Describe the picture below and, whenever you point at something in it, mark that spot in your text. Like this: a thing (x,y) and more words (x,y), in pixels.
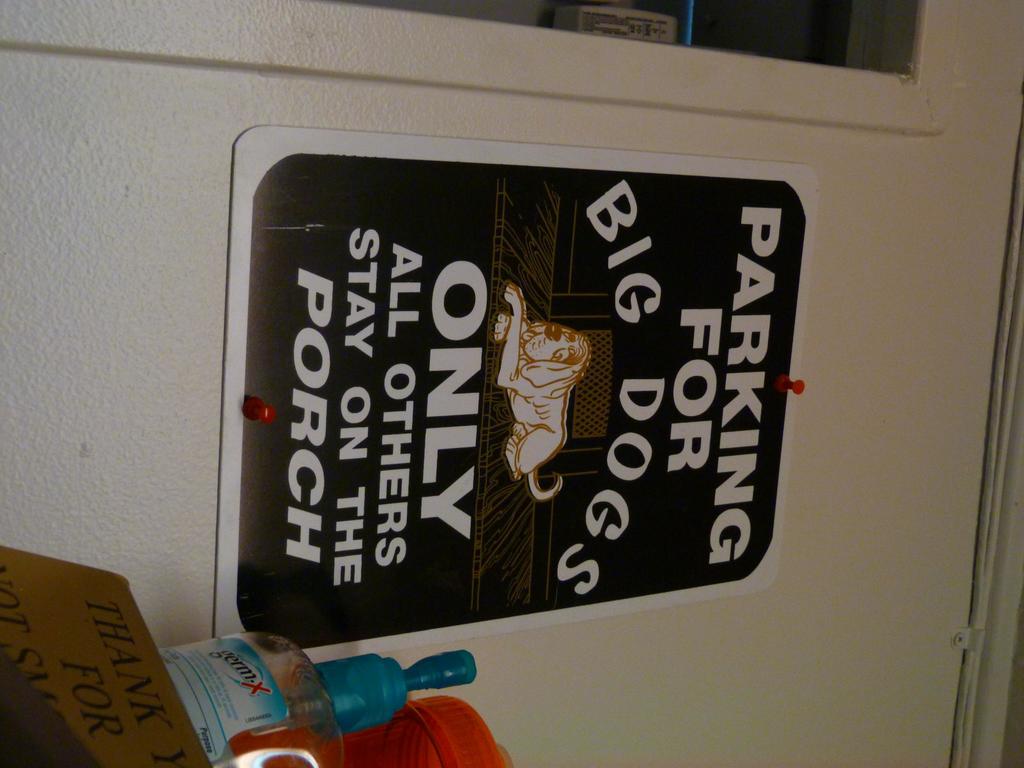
On this white wall (865,573) there is a poster (706,451) in black color. Beside this poster (442,588) there is a card (76,681), bottle (359,691) and jar (422,736).
